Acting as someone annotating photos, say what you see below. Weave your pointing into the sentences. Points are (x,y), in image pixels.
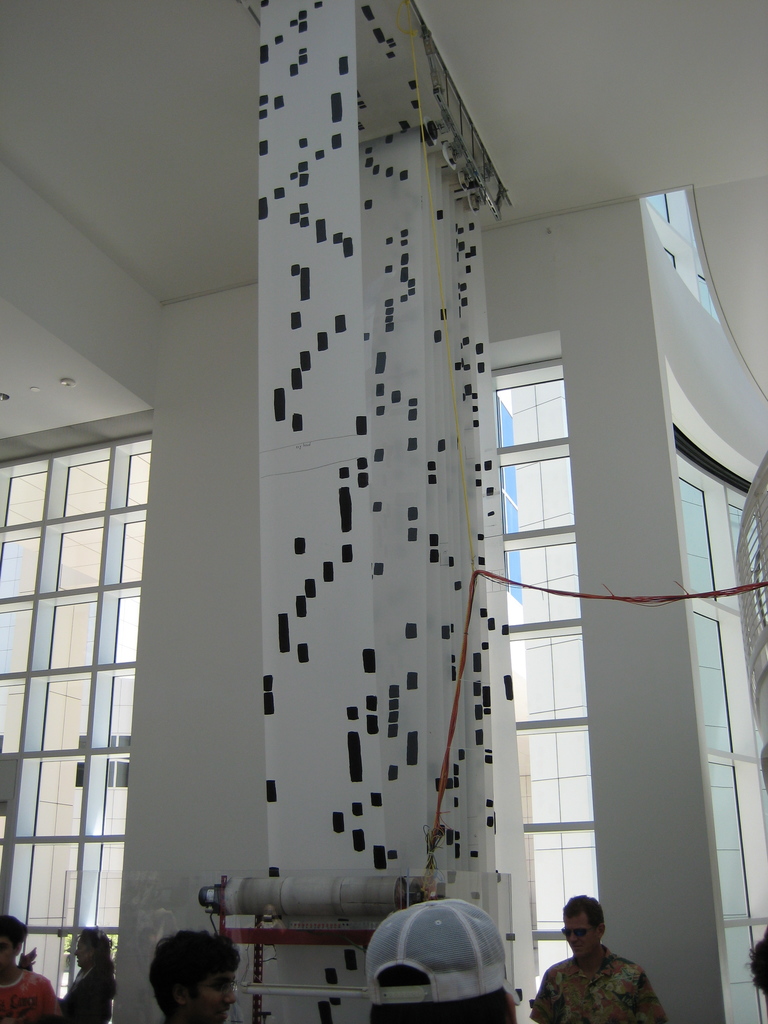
In this image I can see the group of people (163,1000) with different color dresses (64,1005) and one person (374,963) with the cap (391,939). In the background (306,932) I can see an object (294,909) and the windows (70,688). Through the windows (527,754) I can see an another building (516,678) and the sky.
